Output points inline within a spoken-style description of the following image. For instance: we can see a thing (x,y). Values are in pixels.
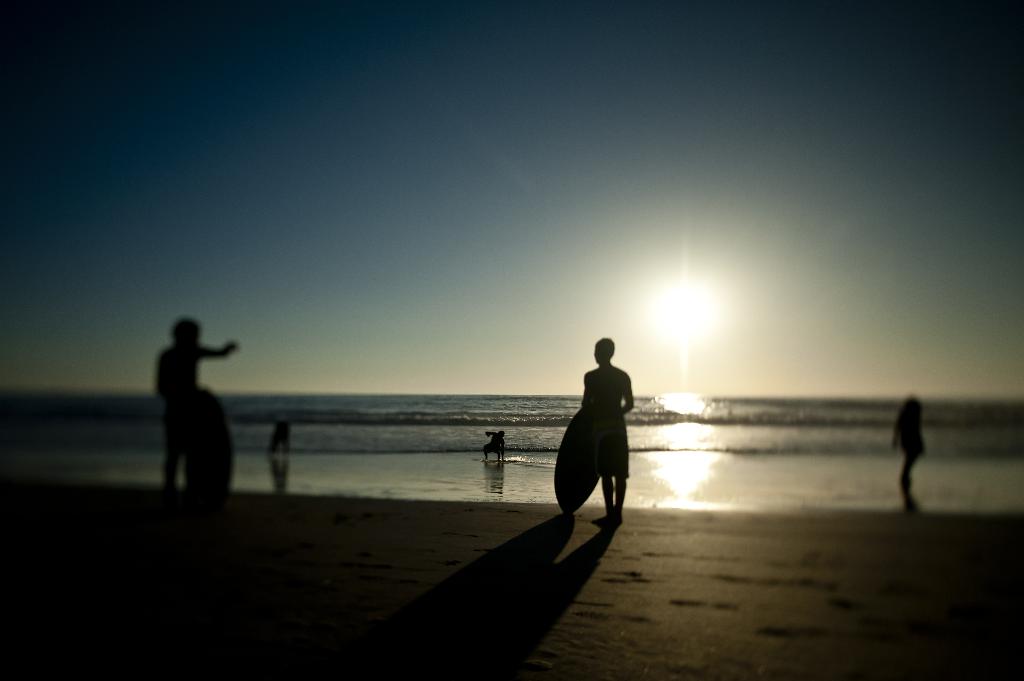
This picture is taken at the sea shore (564,560), there are some people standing and holding some objects (584,436) and there is a sky (671,386) in blue color and there is a sun (672,301) in white color.
